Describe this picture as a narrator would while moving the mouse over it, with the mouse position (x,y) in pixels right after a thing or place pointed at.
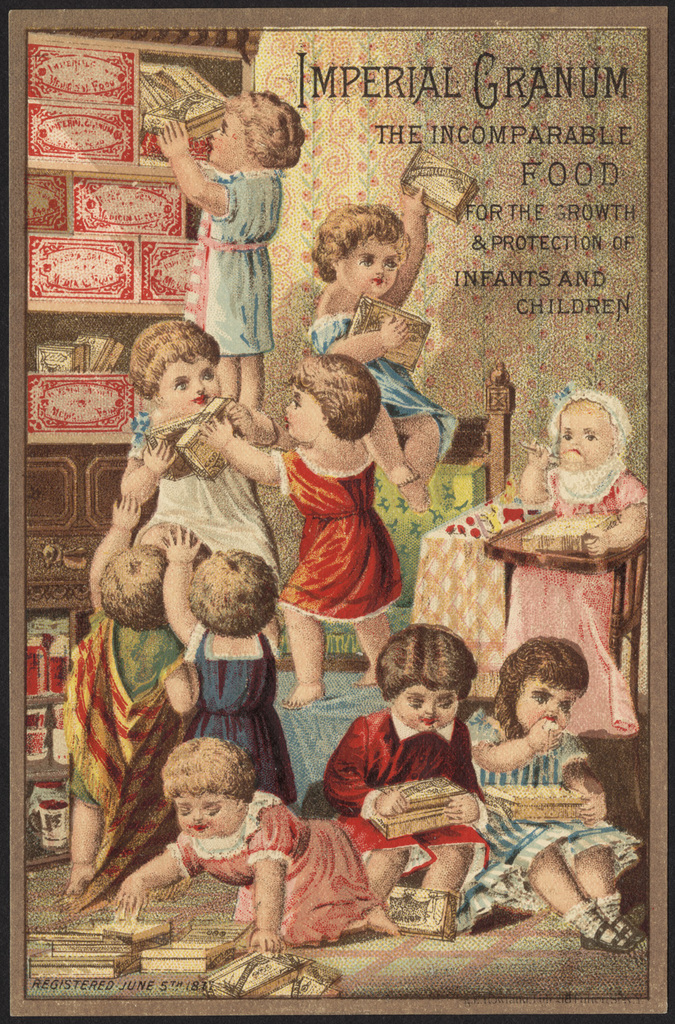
In this image there is a poster (239,548) with some images (251,541) of children's (285,602) and objects (433,809) with some text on it.
